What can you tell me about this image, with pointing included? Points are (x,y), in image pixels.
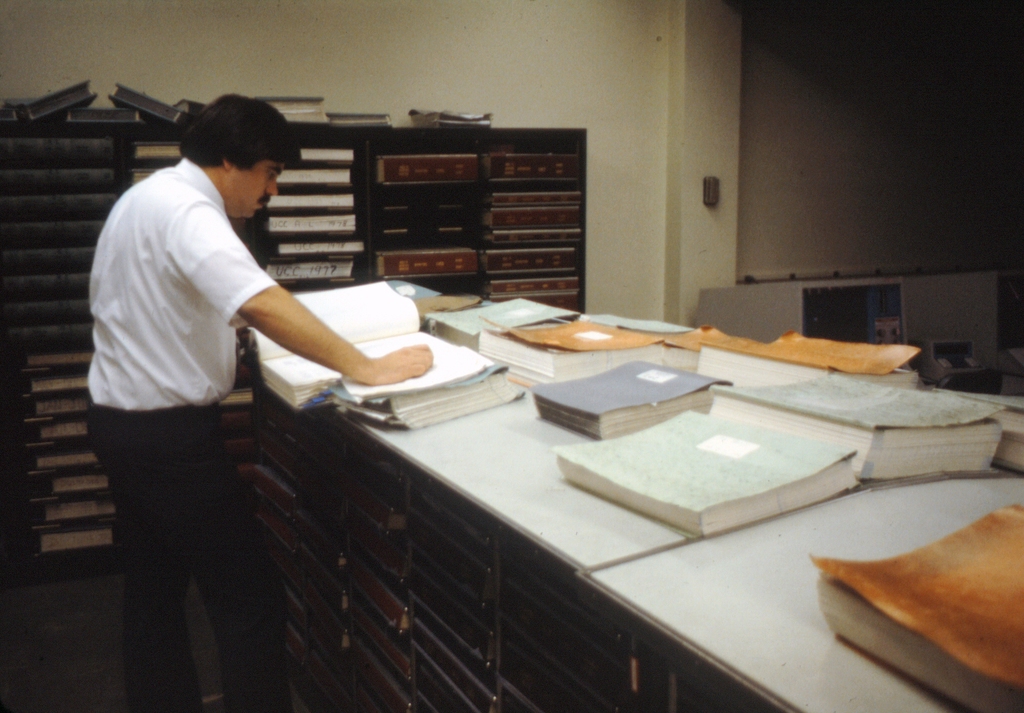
In this picture we can see man (168,428) standing and in front of him there is table (668,553) full of books (540,374) and beside to him we have racks (453,244), wall (651,157), pillar (670,56).
